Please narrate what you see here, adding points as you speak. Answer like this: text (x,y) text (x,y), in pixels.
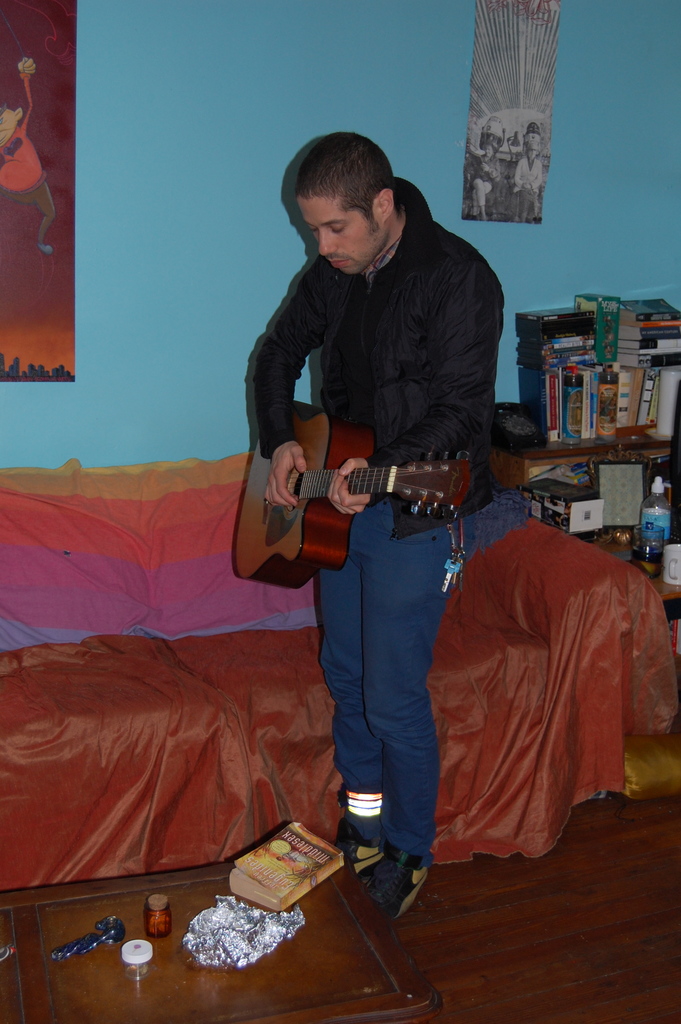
In this picture we have a person (399,510) standing and playing a guitar (407,490) in front of him there is a table (254,981) on the table (249,993) we have books (266,881) and papers (232,917) and back side we have one more table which is arranged so many books (631,410) and bottles (599,393) And right side of the person (342,304) we can see a wall (129,193) which is blue in color on the wall (90,201) there two painted papers (31,90) are placed.
